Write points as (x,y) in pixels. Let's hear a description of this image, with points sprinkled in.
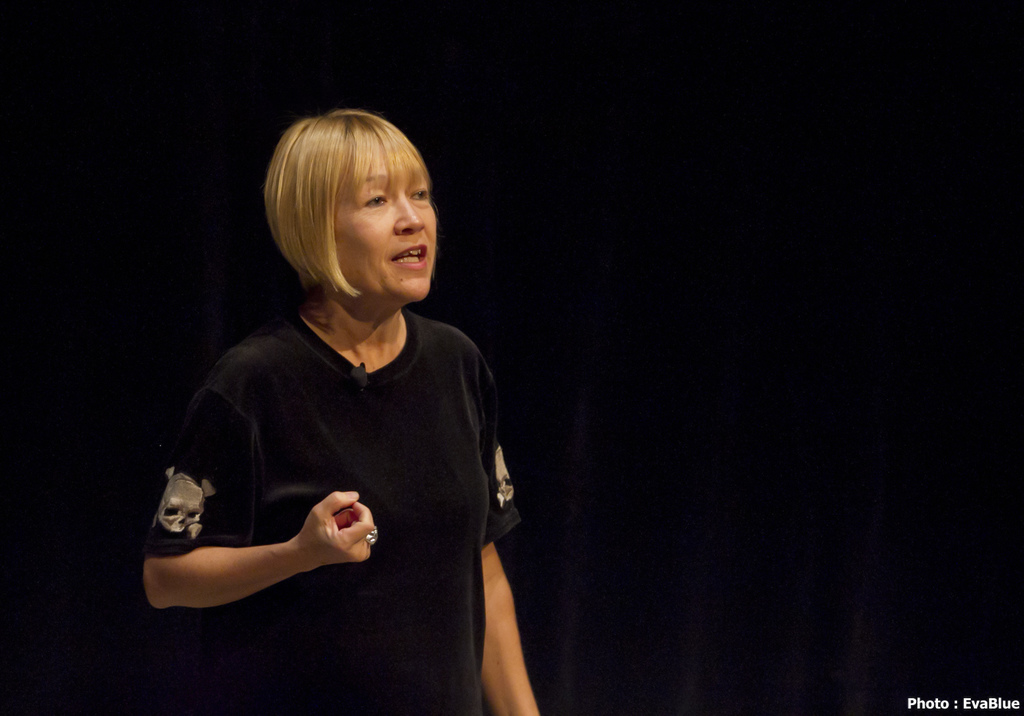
In this picture I can see there is a woman (421,284) standing and speaking, there is a dark backdrop (749,422) and there is something written at the right side (956,703) bottom of the image (1002,703).
